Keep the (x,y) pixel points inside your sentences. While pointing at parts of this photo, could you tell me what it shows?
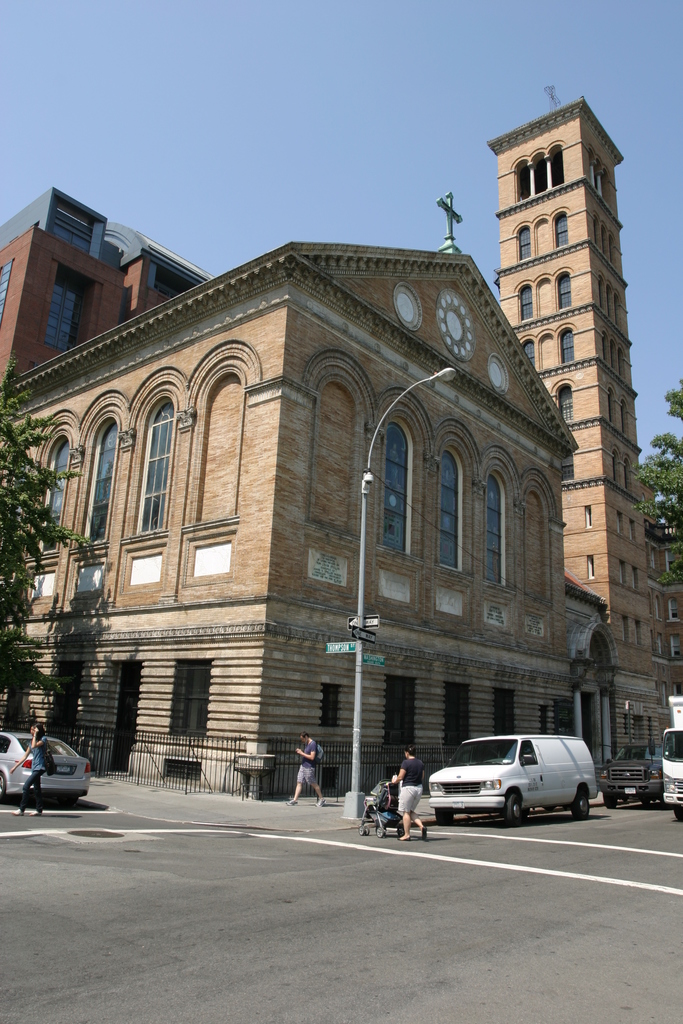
In this picture I can see there are few building (347,571) and there are poles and trees (667,473) and there are few vehicles (67,766) parked here and there is a road (540,935).
